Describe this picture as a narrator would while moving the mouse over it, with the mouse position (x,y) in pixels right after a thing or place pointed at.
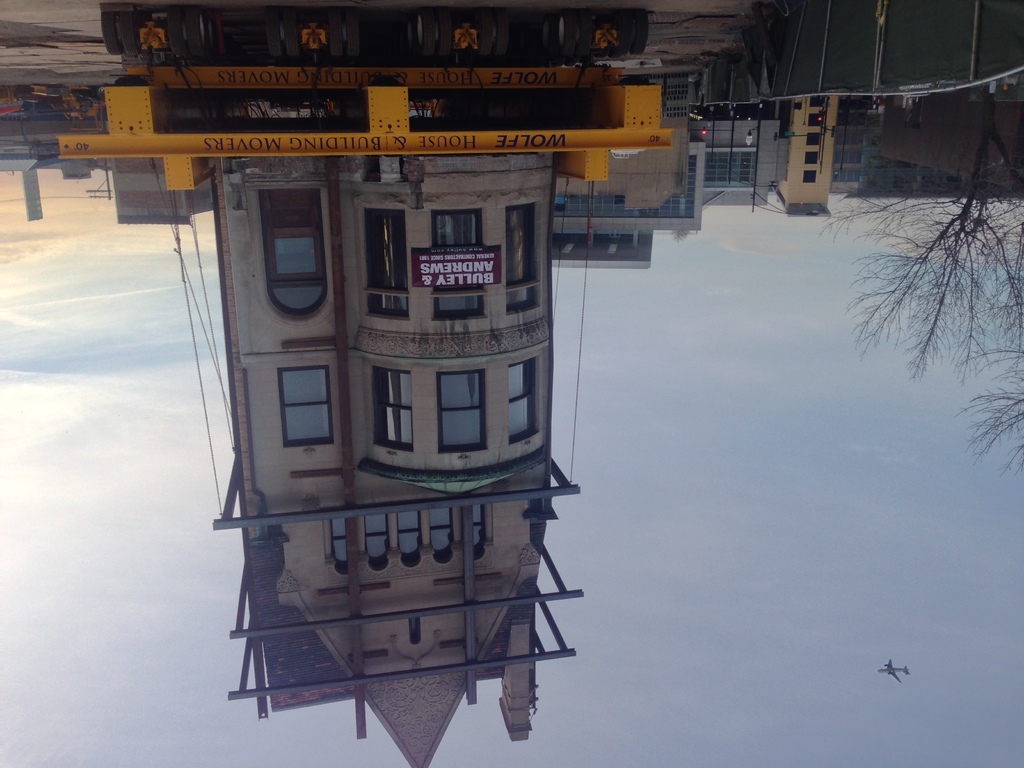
It is a reverse image where we can see there is a building (454,594) beside that there are trees (1006,308) and also aeroplane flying in air (810,663).
